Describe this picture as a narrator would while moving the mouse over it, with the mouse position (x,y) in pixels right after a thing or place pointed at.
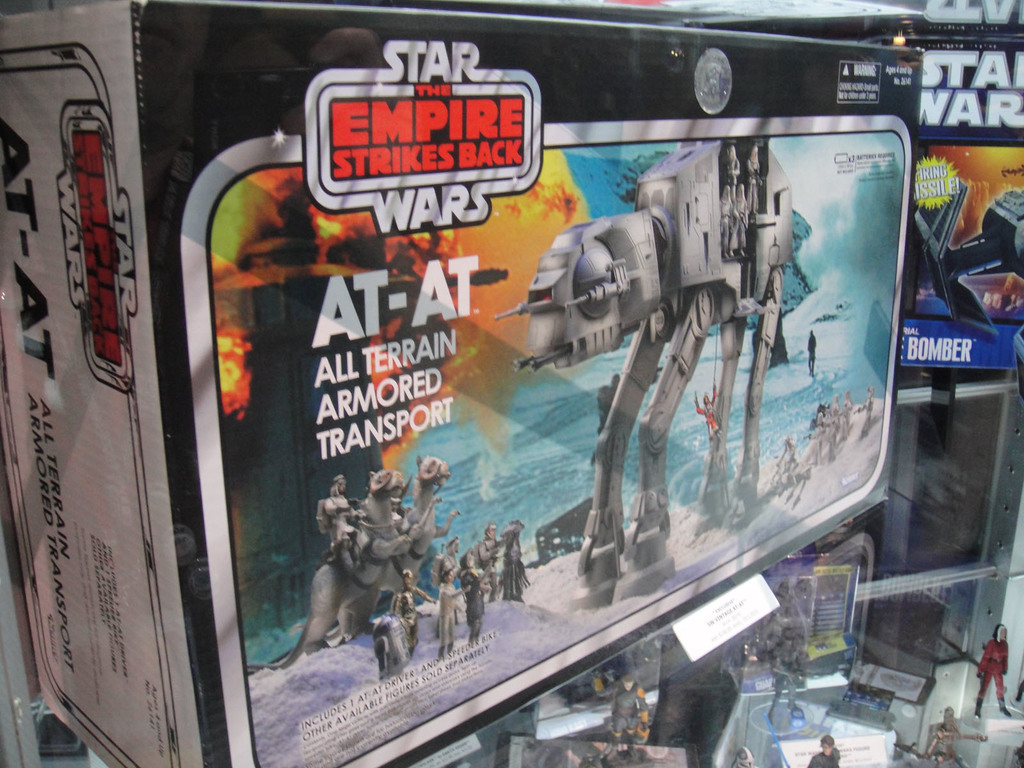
In this picture, we see a board (252,244) or a box (200,134) in black and white color containing the animated images (533,457) and the text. At the bottom (984,668), we see the toys (1000,668) and the figurines (994,657). In the background (946,469), we see a rack (938,534). In the right top (938,74), we see a board (931,250) in blue and yellow color with some text (948,82) written on it.
